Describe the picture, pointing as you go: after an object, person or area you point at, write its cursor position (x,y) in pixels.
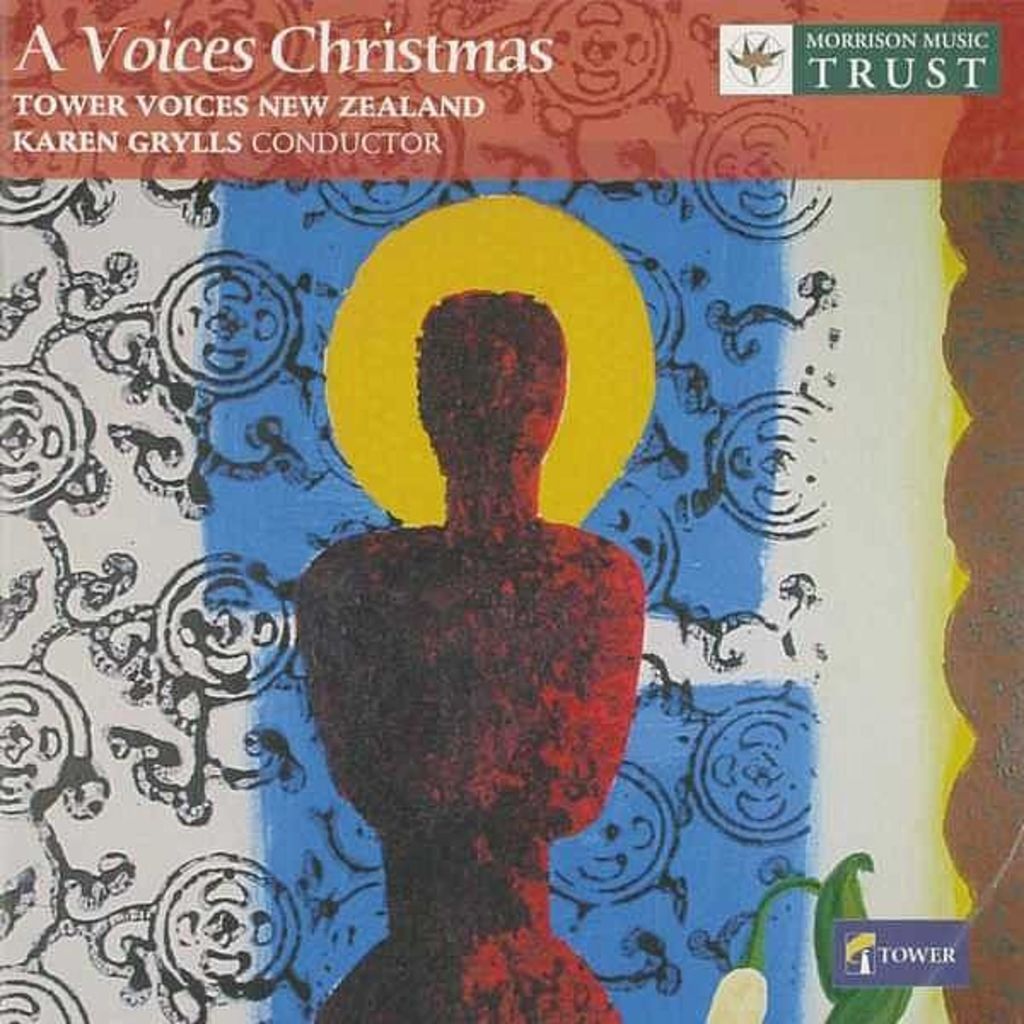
In this image we can see an advertisement (580,447) with some text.
